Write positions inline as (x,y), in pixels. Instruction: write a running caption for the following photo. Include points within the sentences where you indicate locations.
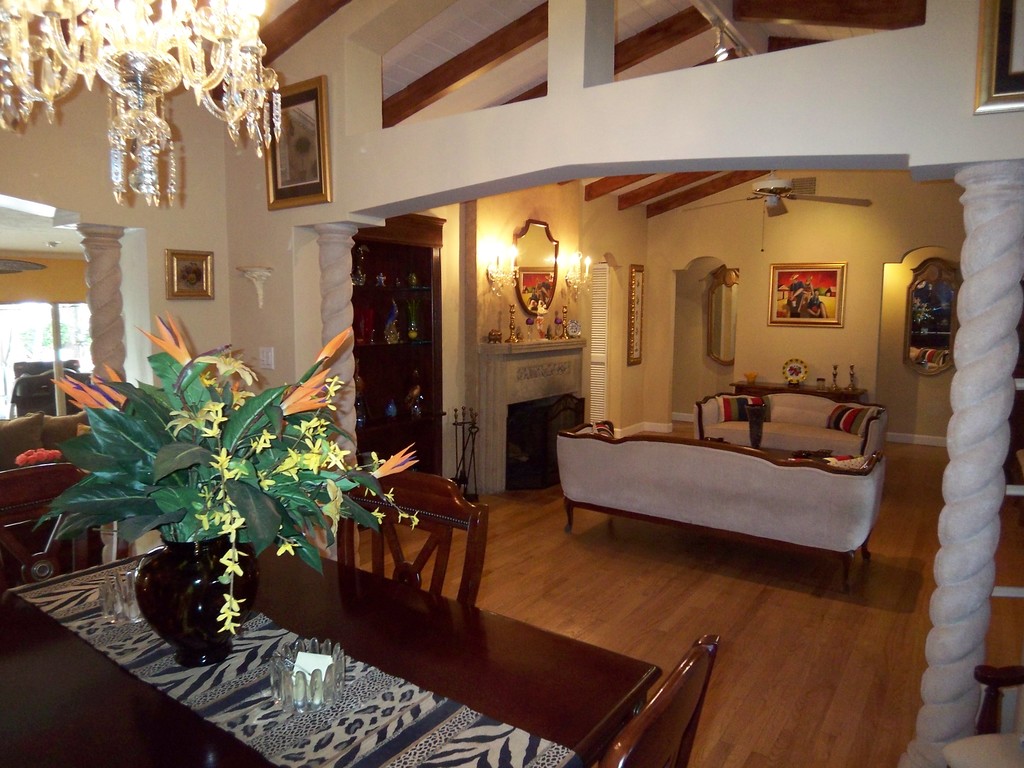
This image is clicked inside the house (92,182). It looks like the living room (705,128). Where, there are sofas (711,415) in the middle of the image (655,438). To the right (968,448), there is a small pillar (998,503) of arch (963,132). To the left (319,432), there is a dining table (160,725) on which a plant (243,581) is kept. In the background (123,246) there is wall (467,315), fireplace (518,415), photo frame (275,167) on the wall (328,214), and mirror (538,296).
